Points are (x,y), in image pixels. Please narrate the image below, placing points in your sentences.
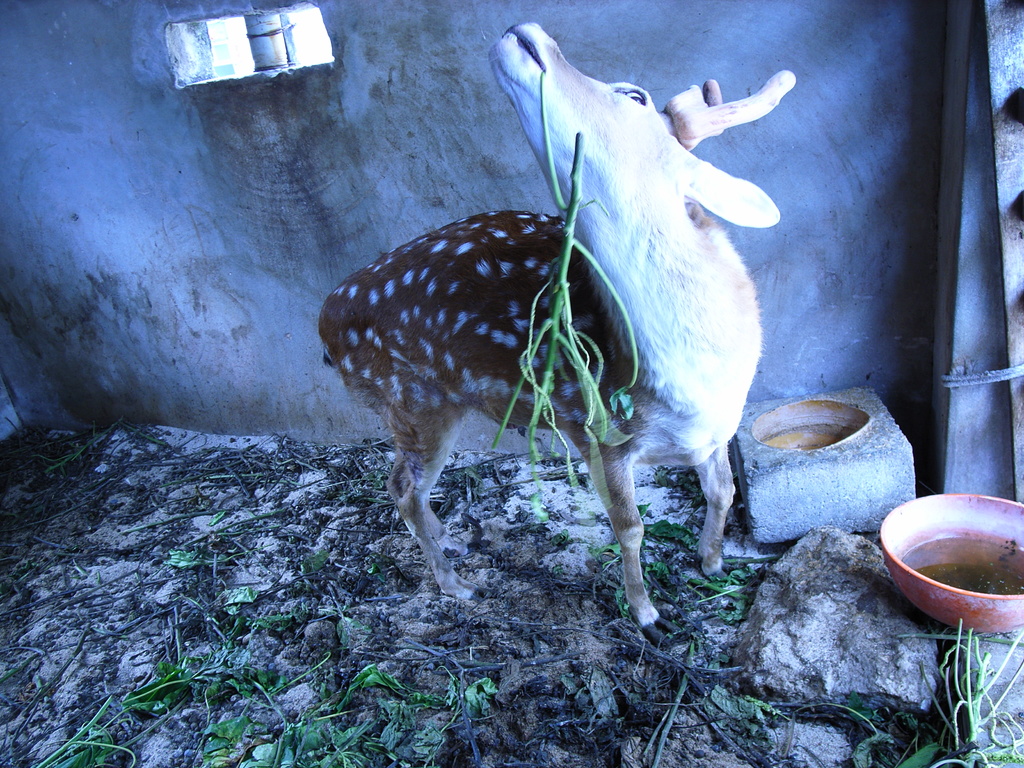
In this image we can see an animal (628,117), leaves (741,596), stones (856,683), stems (562,431), bowl (948,599), and water (933,573). In the background (128,163) there is a wall (97,172).
